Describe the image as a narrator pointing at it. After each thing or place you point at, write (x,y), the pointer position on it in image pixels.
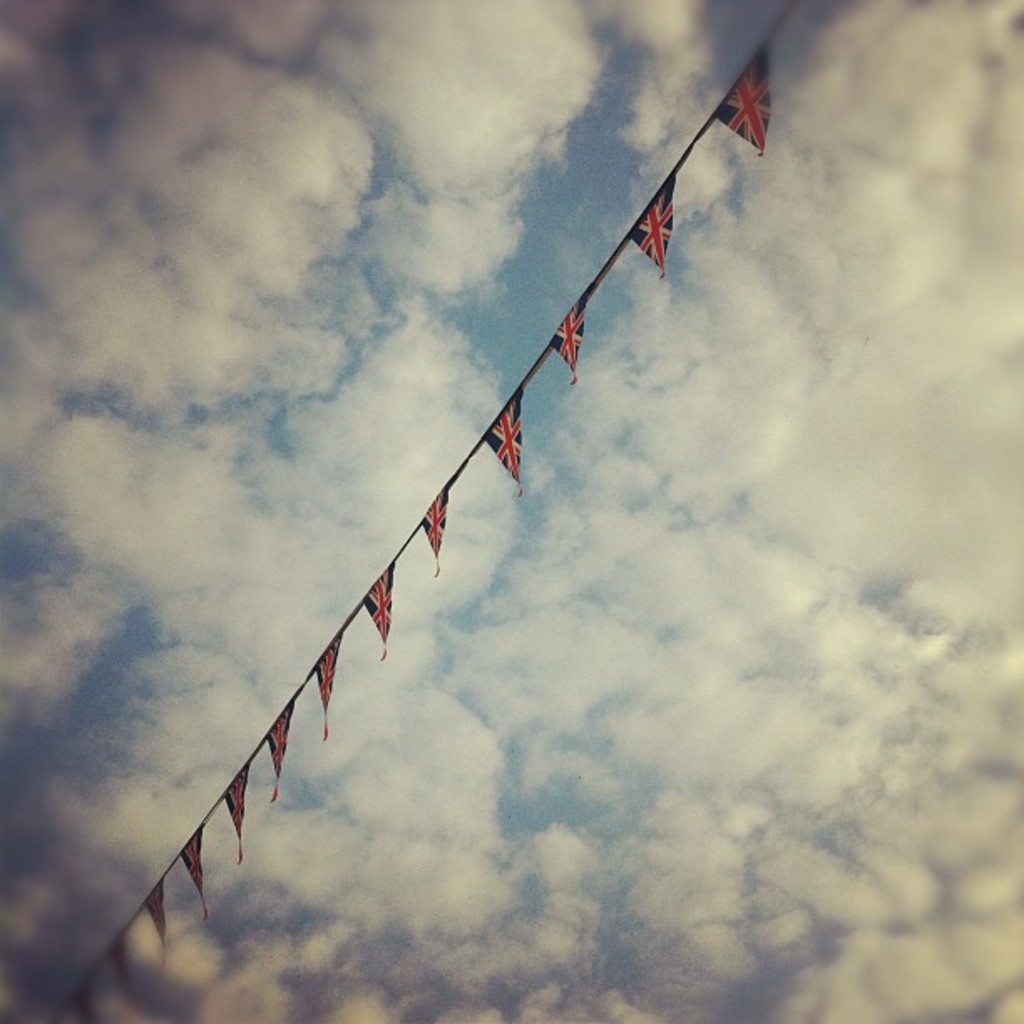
In this image we can see a rope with flags (519,402). In the background (154,822) there is sky (494,743) with clouds (872,698).
